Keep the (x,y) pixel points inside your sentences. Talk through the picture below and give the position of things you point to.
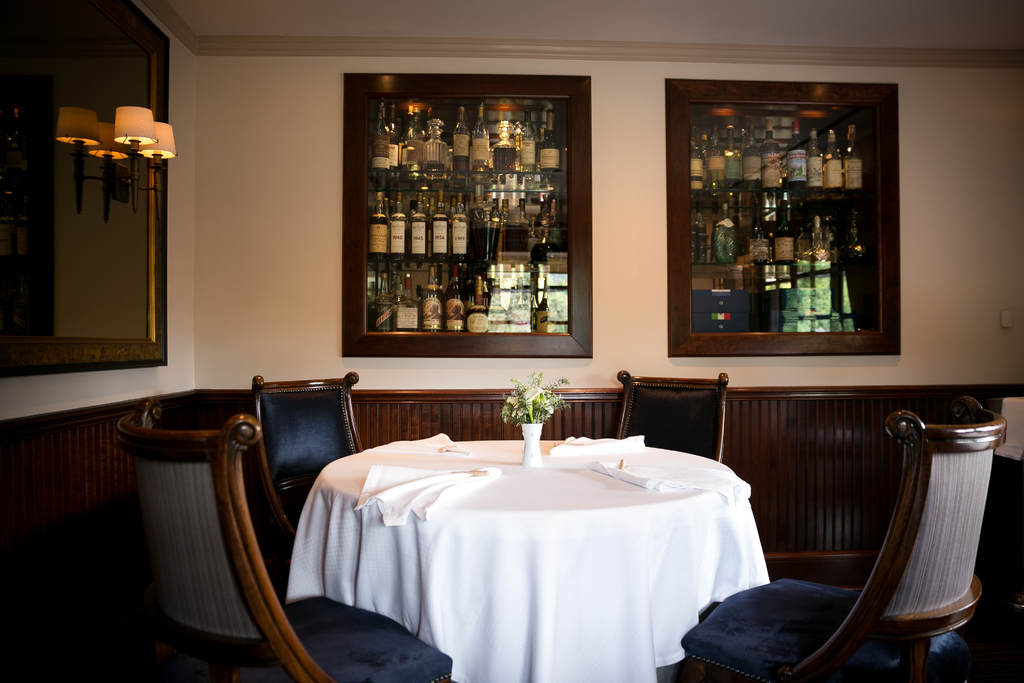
There are chairs (382,680) and a table (665,585). On the table (644,580) there are clothes (597,538) and a flower vase (527,393). In the background (451,422) we can see wall (295,213), lights (155,187), and bottles (472,314) inside the glass cupboards (776,192).
